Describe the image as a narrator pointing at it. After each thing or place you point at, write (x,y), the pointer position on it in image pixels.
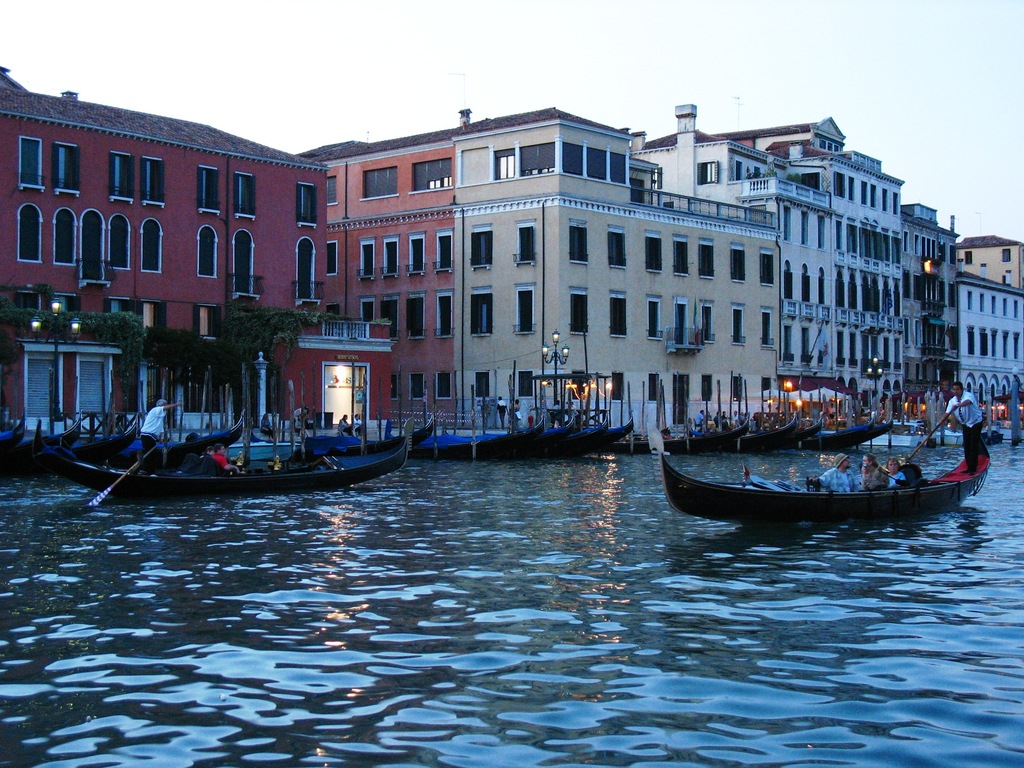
In the center of the image (432,284) there are buildings (825,241). At the bottom (345,550) we can see boats (394,468) on the water (304,701) and there are people (844,454) sitting in the boats (195,435). At the top (514,85) there is sky (477,105).
